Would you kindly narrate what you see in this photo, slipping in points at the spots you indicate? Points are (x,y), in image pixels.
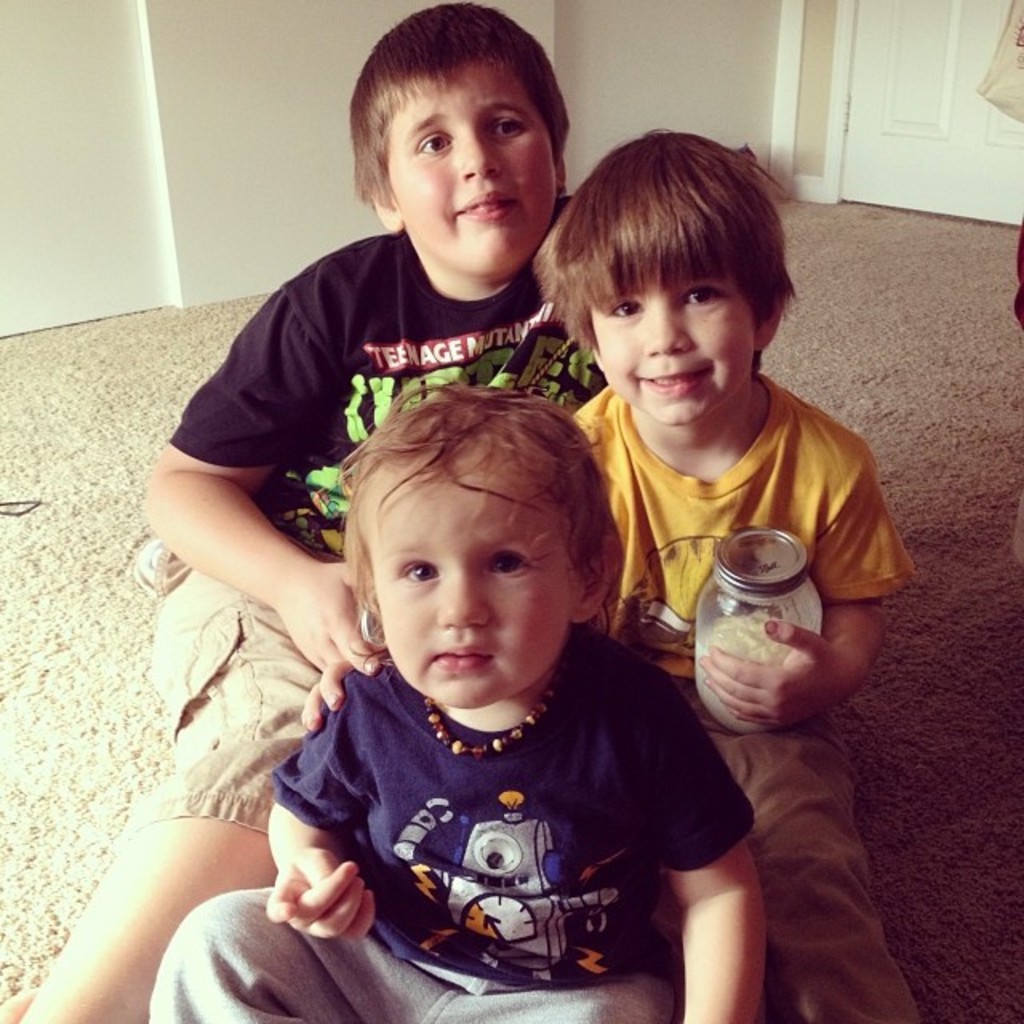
As we can see in the image there are three people (329,494) sitting on floor (135,325). The boy (707,149) over here is holding a glass bottle (773,610). There is a white color wall (232,166) and a door (919,208).
